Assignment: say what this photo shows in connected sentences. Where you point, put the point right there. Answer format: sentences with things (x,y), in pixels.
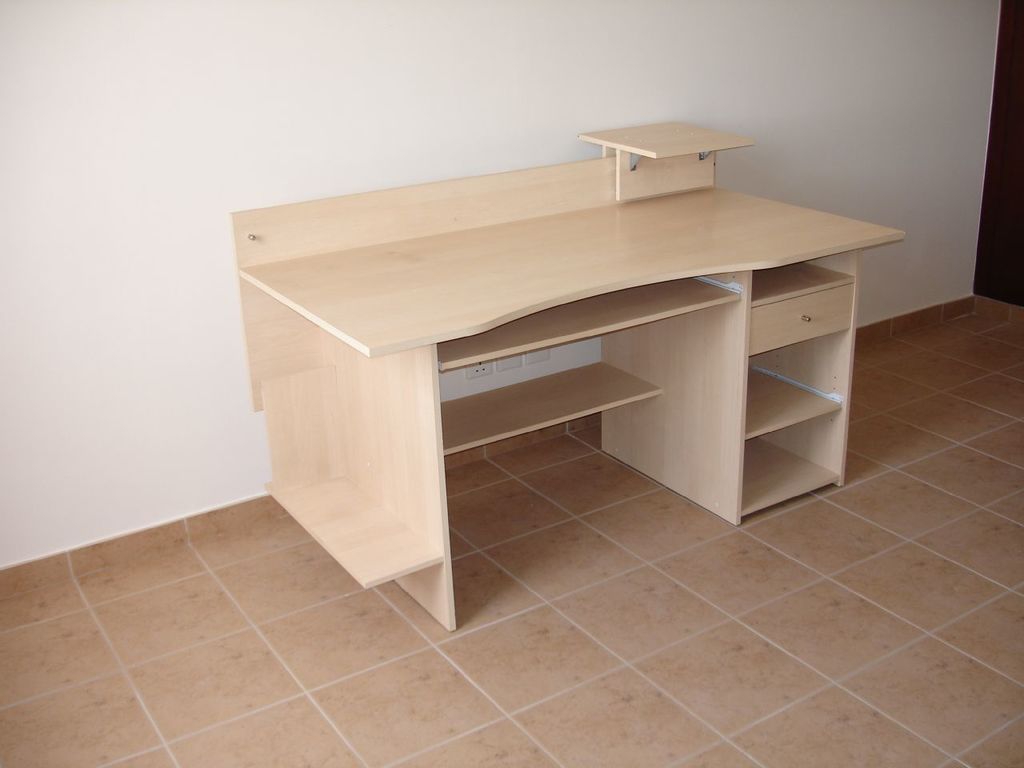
In this picture I can observe a cream color table (536,304). There is a desk (786,311) on the right side (808,319). In the background (304,84) there is a wall (482,69).
